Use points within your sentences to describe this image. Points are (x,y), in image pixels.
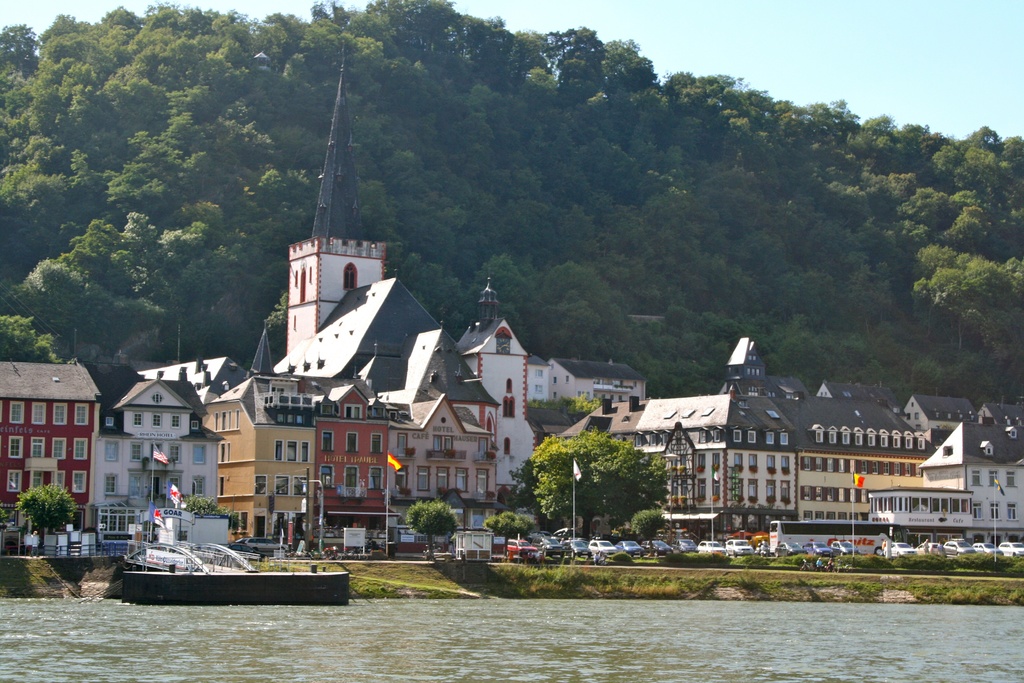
This picture shows a bunch of trees (795,161) and few houses (768,425) and we see few cars (985,547) parked and a bus (779,534) moving on the road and we see few flag poles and a foot over bridge (229,569) and we see water (658,676).
